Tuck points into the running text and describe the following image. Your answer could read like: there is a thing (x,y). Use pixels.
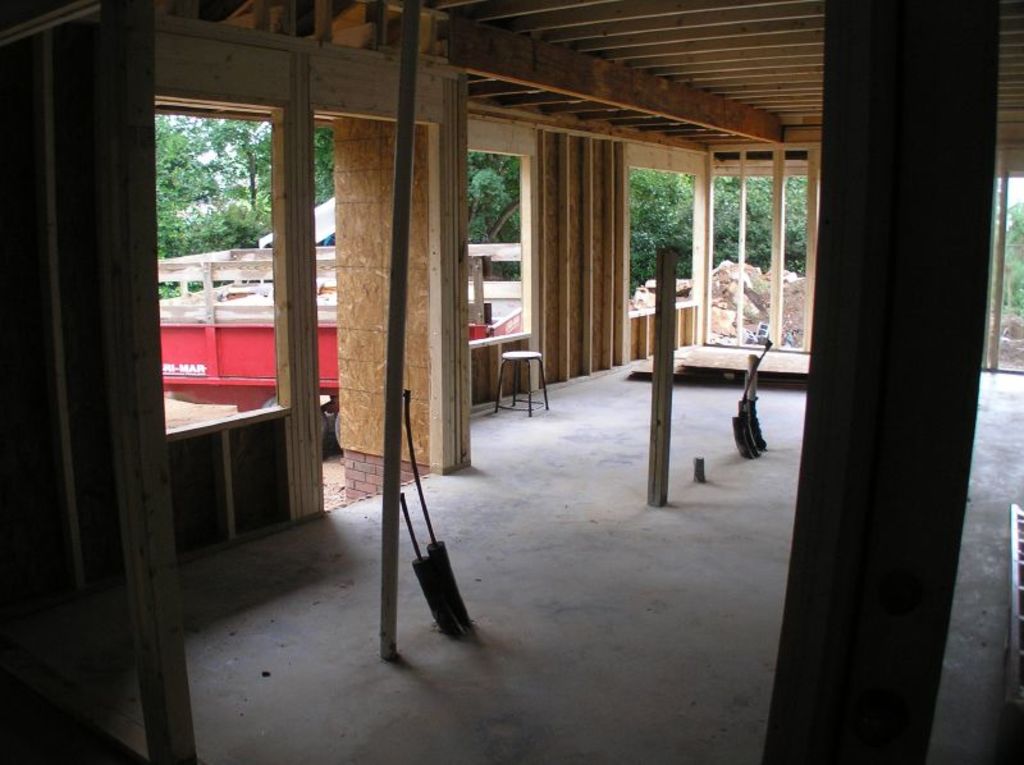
In this image there is a room (373,517), pillars (281,335), few objects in the room (305,363), trees (177,186), a vehicle (272,317), sand (788,319), stones (729,312) and a tent (330,244).
